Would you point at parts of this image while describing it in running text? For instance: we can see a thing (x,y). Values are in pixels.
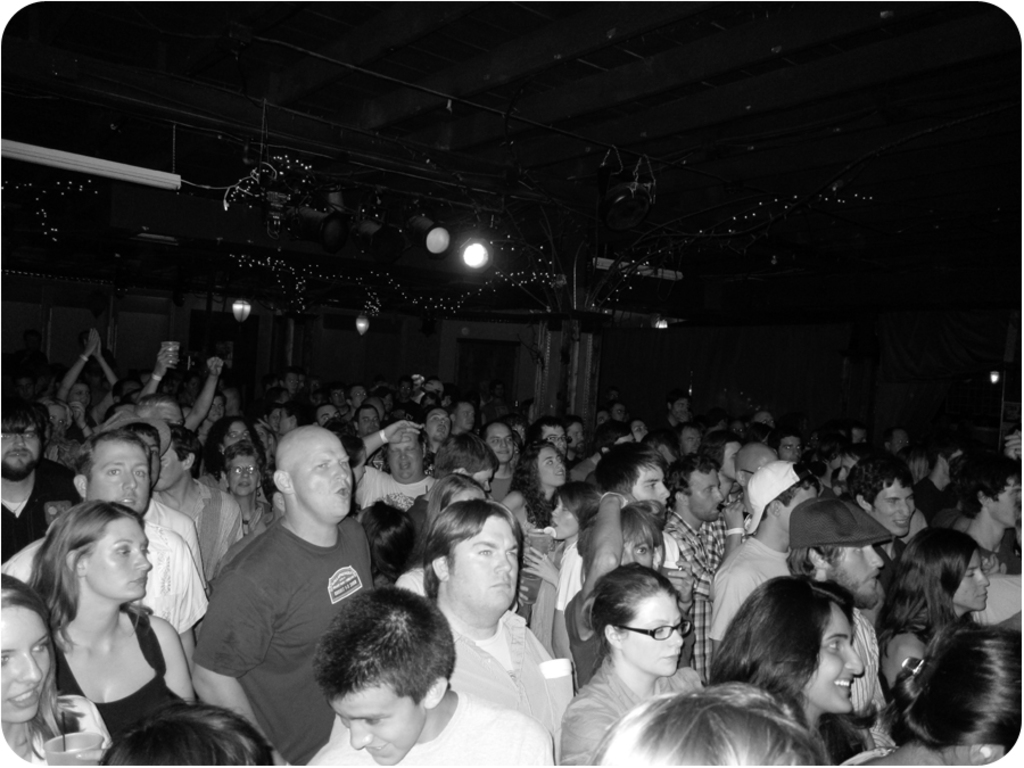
This is a black and white photo. At the bottom of the image (452,606) we can see a group of people (550,611) are standing and some of them are wearing caps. In the bottom left corner (27,621) we can see a lady (47,731) is holding a glass (72,738) with straw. In the background of the image (405,329) we can see the lights (377,300), poles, wall (437,340). At the top of the image (623,30) we can see the roof (616,250).
